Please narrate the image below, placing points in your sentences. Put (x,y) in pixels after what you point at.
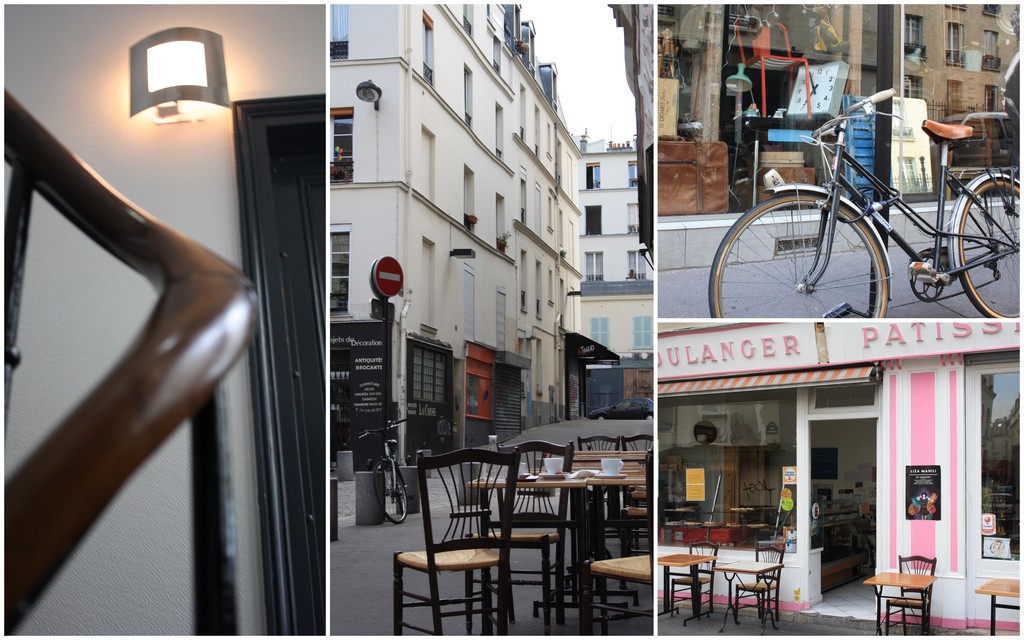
This is a collage picture where in first one we can see light (185,102) to the wall (198,189) and in second one we can see buildings (484,271) with windows (537,318), table (575,479), chair (471,460) and cup (545,465), saucer (542,479), tissue paper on table (555,481) and on road (440,504) we have bicycle (394,479) and third one we can see bicycle (815,131), chair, lamp (740,71) and in fourth one we can see a shop (847,496) with glass windows (762,495).
